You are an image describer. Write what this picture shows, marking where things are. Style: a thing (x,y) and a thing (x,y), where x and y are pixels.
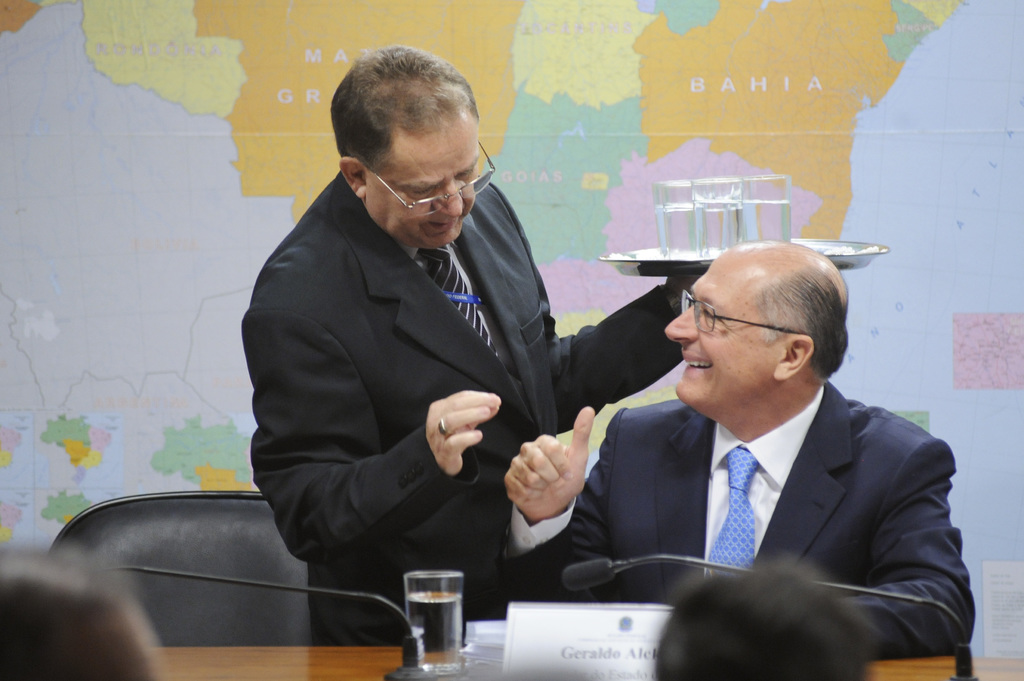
In this picture we can see a man (724,472) is sitting on a chair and another man (403,421) is standing and holding a tray (646,257) and on the tray (657,249) there are drinking glasses (671,213). In front of the men (402,428) there is a table (269,660) and on the table (378,665) there is a stand (236,580), name plate (511,627) and a glass (439,625). In front of the table (355,656), we can see there are two persons heads (679,654). Behind the people (543,406), it looks like a map (808,108).
